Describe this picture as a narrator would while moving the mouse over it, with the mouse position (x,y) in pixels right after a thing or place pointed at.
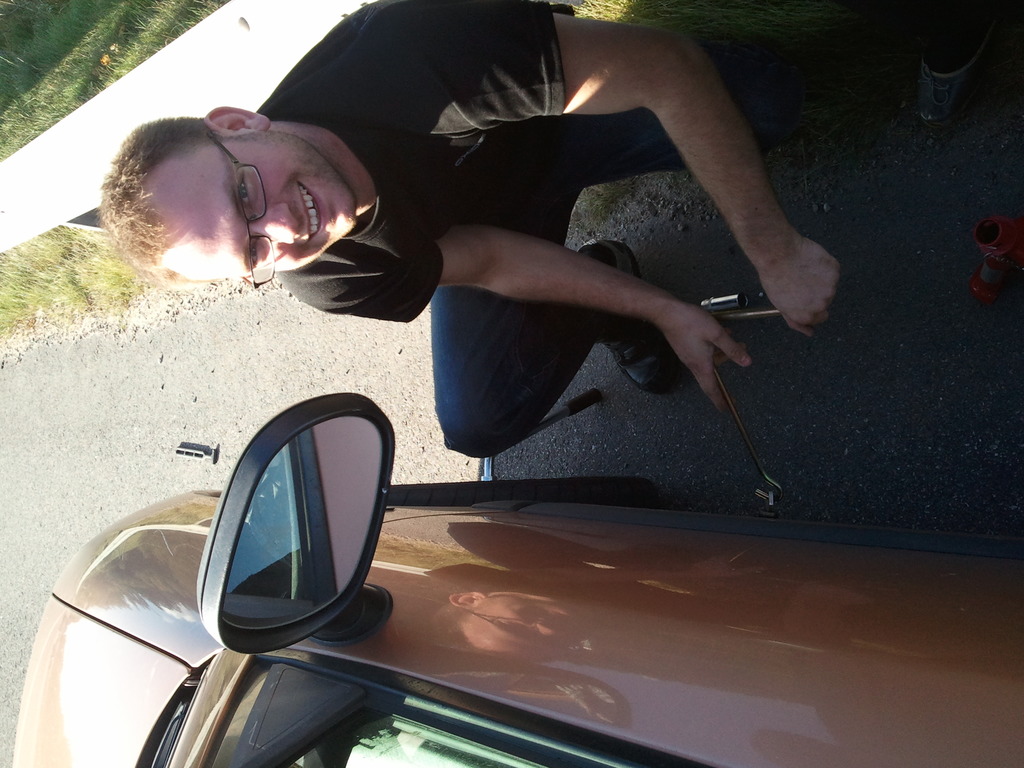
In this image there is a man (464,259) who is in the squat position beside the car (530,611). He is holding the tools (715,304) to remove the tire (488,488) from the car (506,488). Beside him there is a car (497,496).
